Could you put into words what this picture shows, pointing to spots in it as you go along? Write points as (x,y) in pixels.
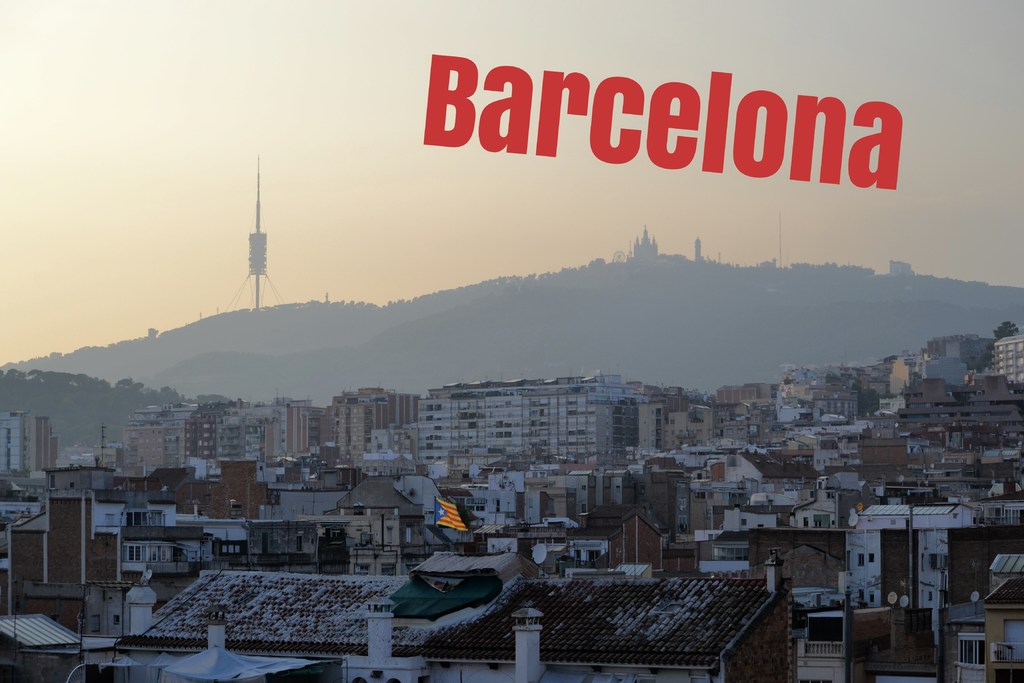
In this image there are buildings (643,435). Behind there are hills (525,341) having buildings (639,248) and trees (237,315). Left side there is a tower (262,269) on the hill (351,337). There is a flag (461,520) attached to the pole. Top of the image (453,176) there is sky (453,176). Right top there is some text (655,140).
